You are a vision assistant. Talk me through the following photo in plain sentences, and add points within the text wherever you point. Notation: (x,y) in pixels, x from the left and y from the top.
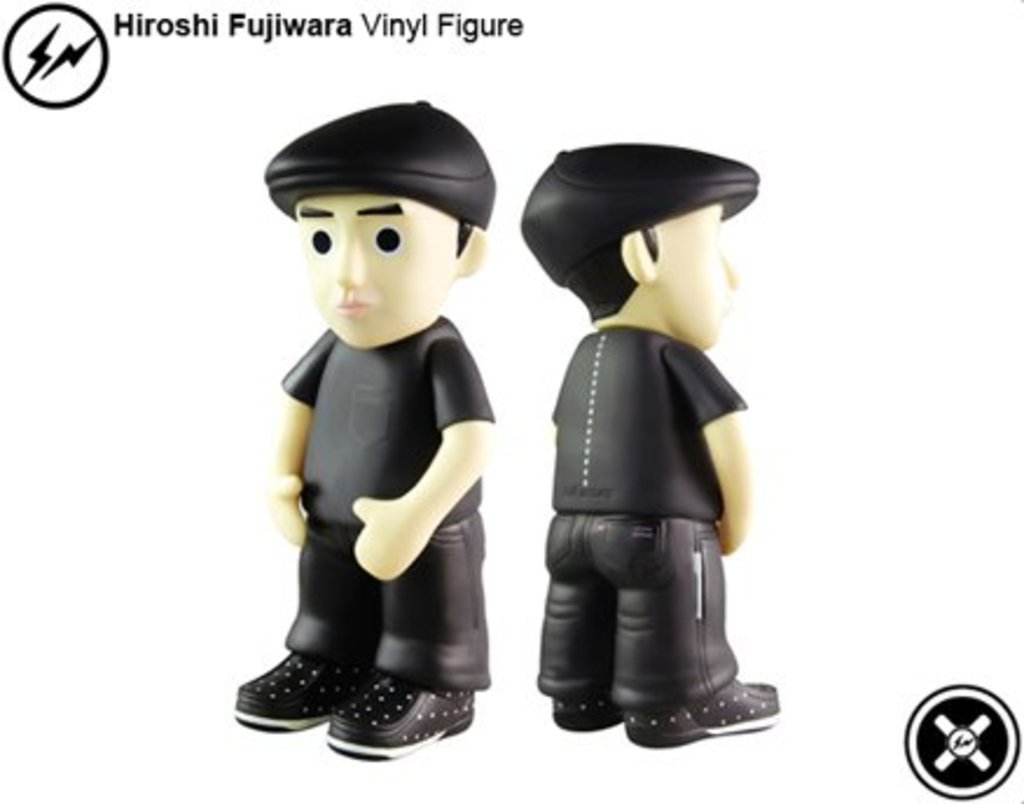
In the center of this picture (409,275) we can see the toys (369,479) of persons (580,417) wearing black color dresses (604,445), black color hats (409,178) and standing and we can see the text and some pictures (90,79) on the image. The background of the image (841,142) is white in color.
